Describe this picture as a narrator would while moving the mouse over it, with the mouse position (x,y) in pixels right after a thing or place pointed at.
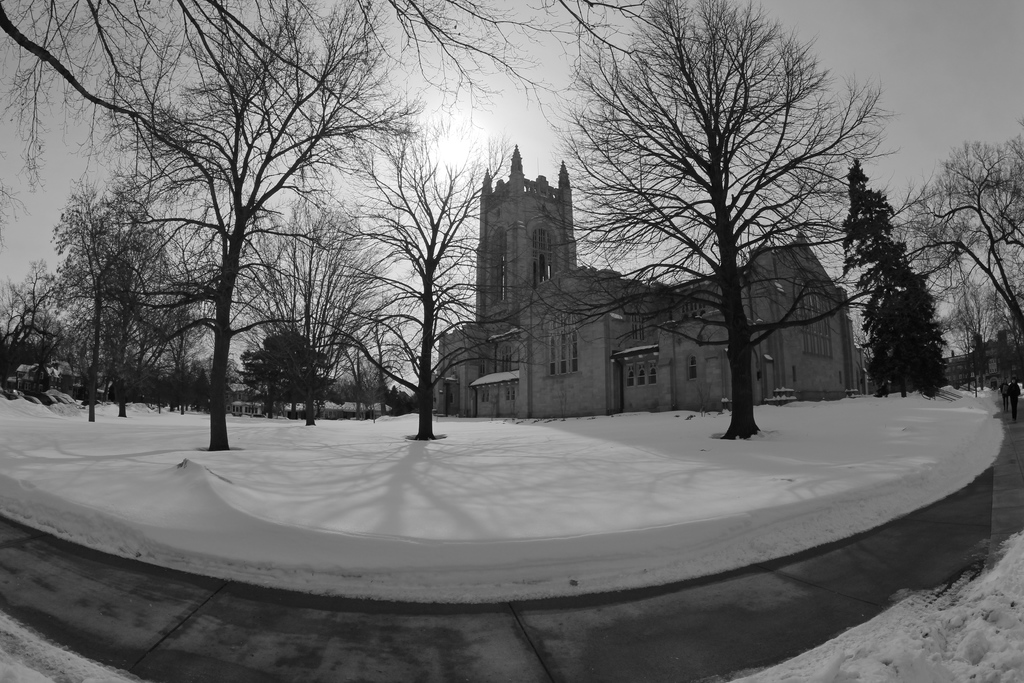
This is a black and white image and here we can see buildings (804,333), trees (897,326) and some people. At the bottom (410,491), there is snow (428,474) and road (590,631).
